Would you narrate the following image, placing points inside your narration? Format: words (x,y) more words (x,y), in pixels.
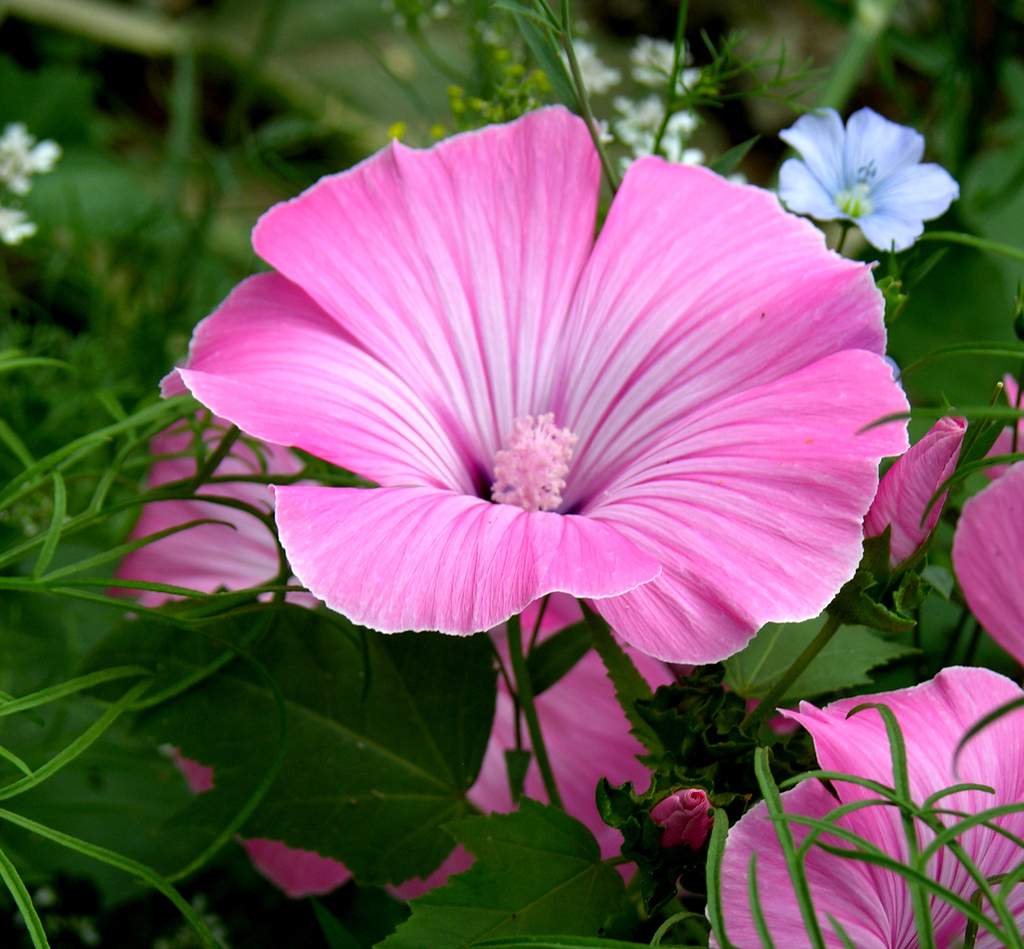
In this image I can see the flowers (261,373) to the plants (95,363). I can see these flowers (574,571) are in pink, purple and white color.
